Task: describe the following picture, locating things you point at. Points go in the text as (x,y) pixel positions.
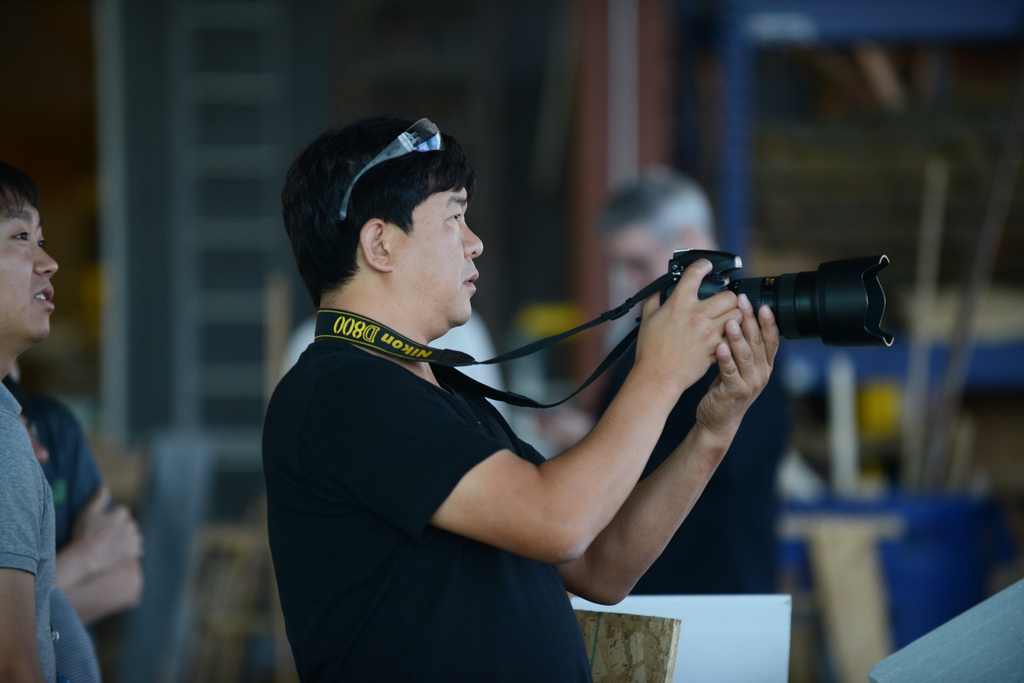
In this picture we can observe a person (366,416) wearing a black color T shirt (338,499). He is holding a camera (797,317) in his hands (746,333). We can observe spectacles (381,158) on his head (373,245). On the left side (6,423) there is a person (23,537) standing. The background (807,47) is completely blurred.
